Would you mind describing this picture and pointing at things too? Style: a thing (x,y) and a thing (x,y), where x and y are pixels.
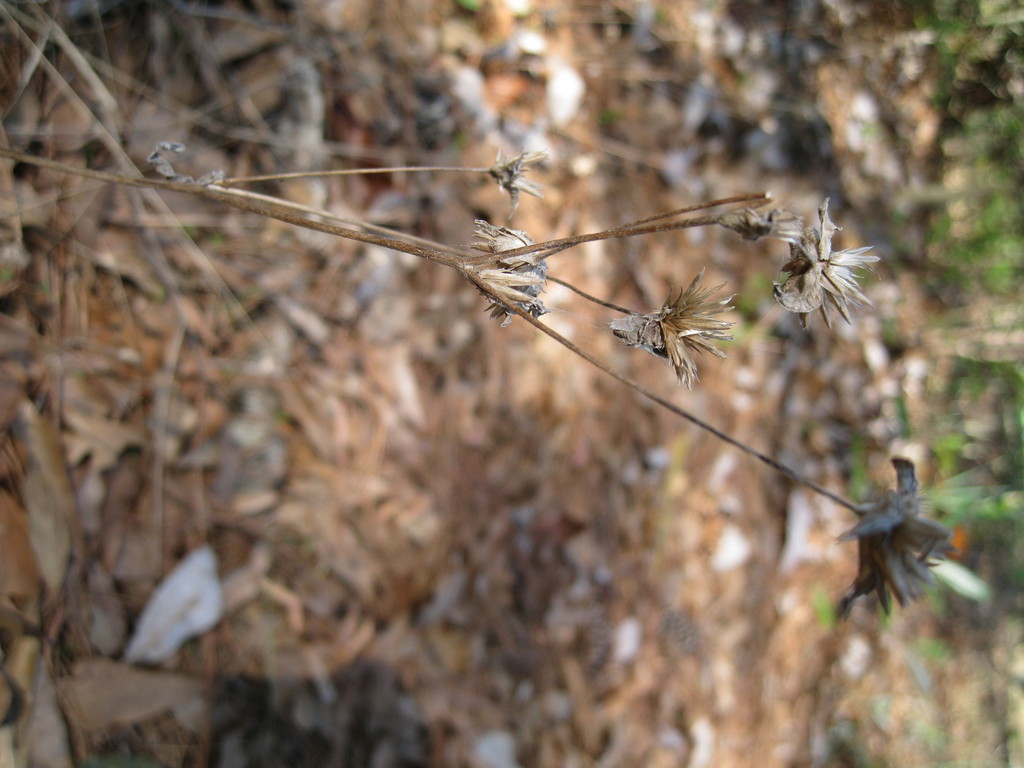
There is a dried plant (505,234) with dried flowers (687,323). In the background (507,380) it is blurred.
